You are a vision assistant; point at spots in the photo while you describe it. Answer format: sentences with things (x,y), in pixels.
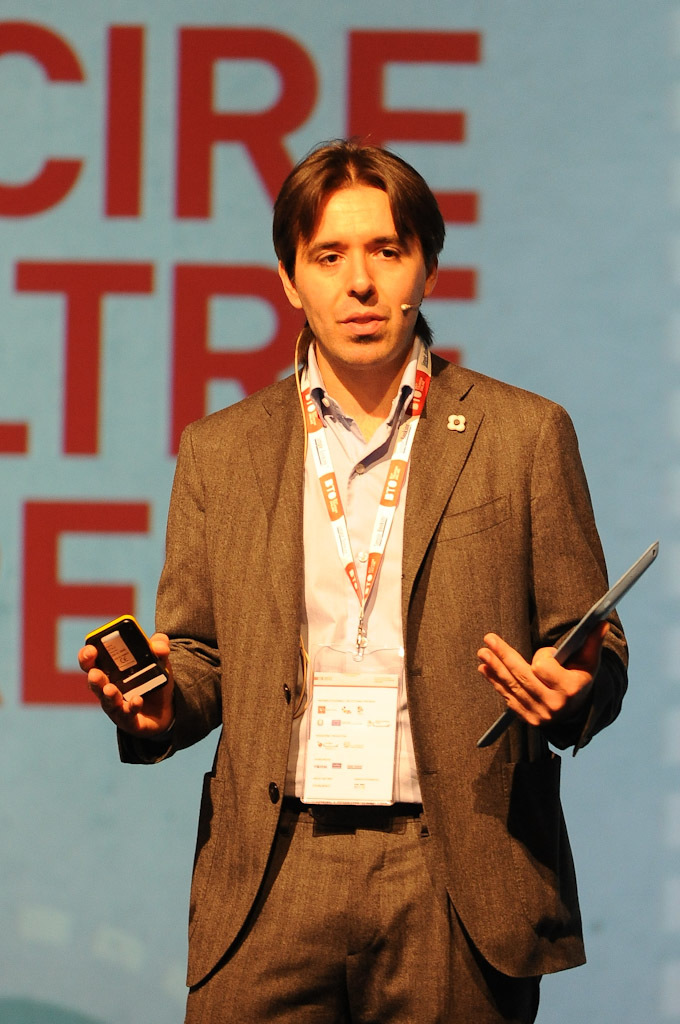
In this image I can see a person (347,531) wearing shirt (346,586), blazer (438,614) and pant (417,913) is standing and holding few objects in his hand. In the background (543,166) I can see the light blue colored surface (523,204) with few red colored words (229,142) written.
